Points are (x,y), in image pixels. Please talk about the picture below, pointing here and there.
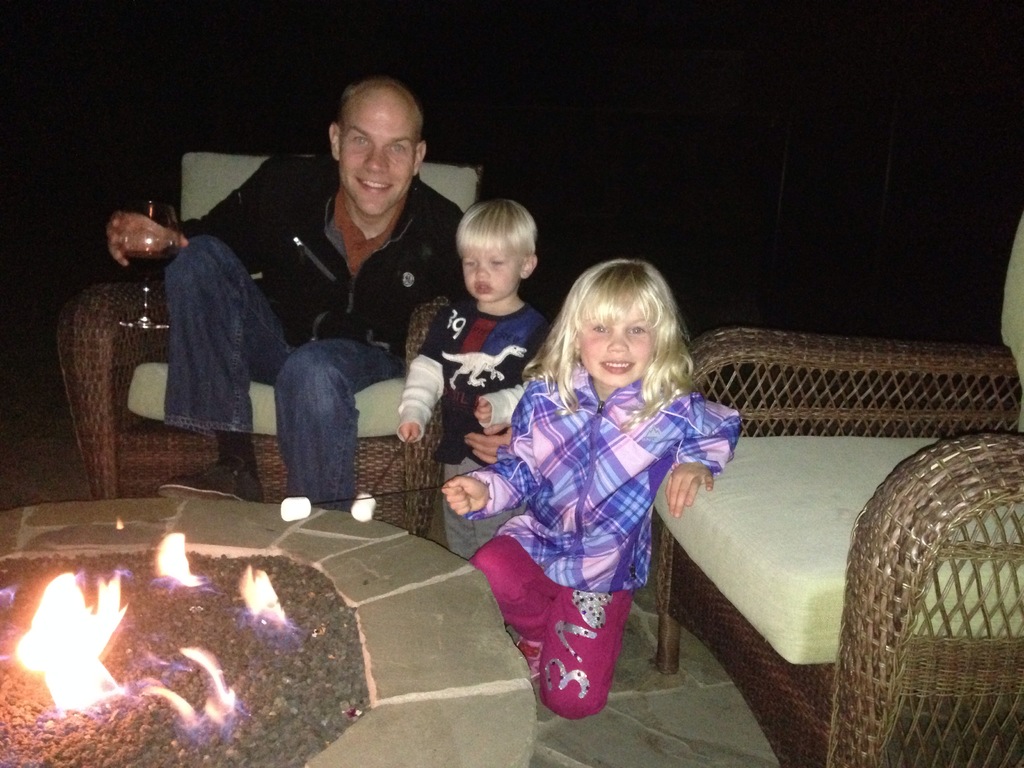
Here we can see a person (397,233) sitting on the chair (407,344), and holding a wine glass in the hand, and here is the chair (753,461), and here is the fire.
